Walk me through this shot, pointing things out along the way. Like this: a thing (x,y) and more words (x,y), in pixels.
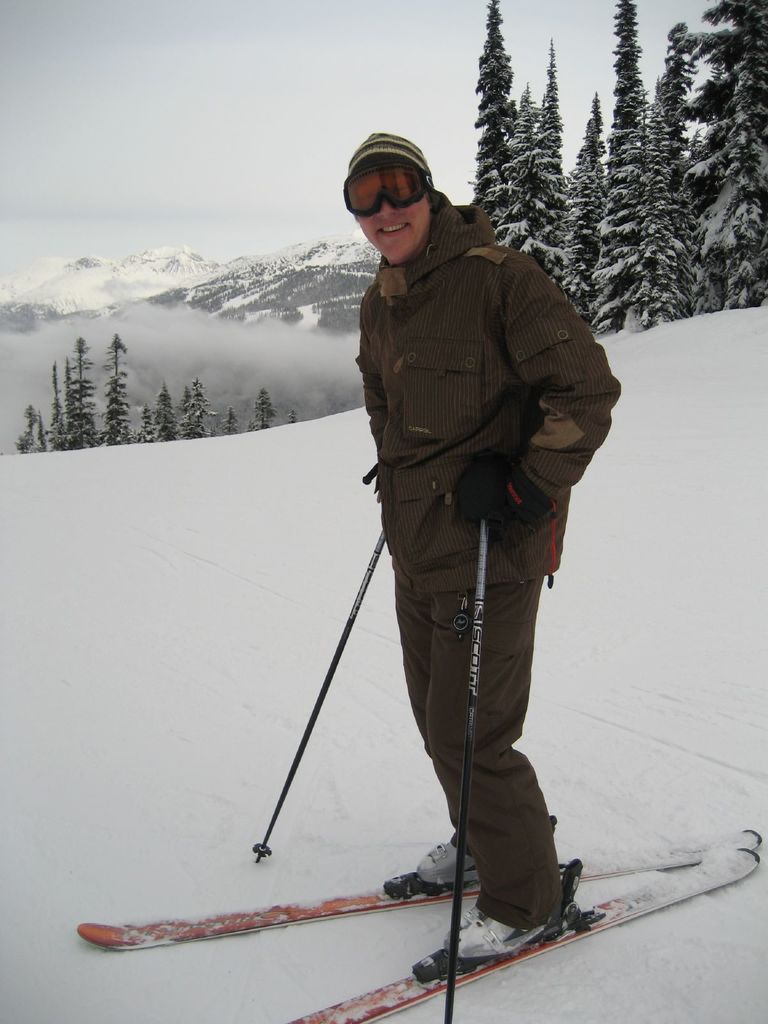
In this picture we can see a man (405,288) wore a cap (419,160), goggles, gloves (494,523), shoes (433,879) and holding sticks (471,718) with his hands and standing on skis (708,860) and smiling and in the background (124,438) we can see trees (613,301), snow (217,534), mountains (90,299), sky (213,171).
